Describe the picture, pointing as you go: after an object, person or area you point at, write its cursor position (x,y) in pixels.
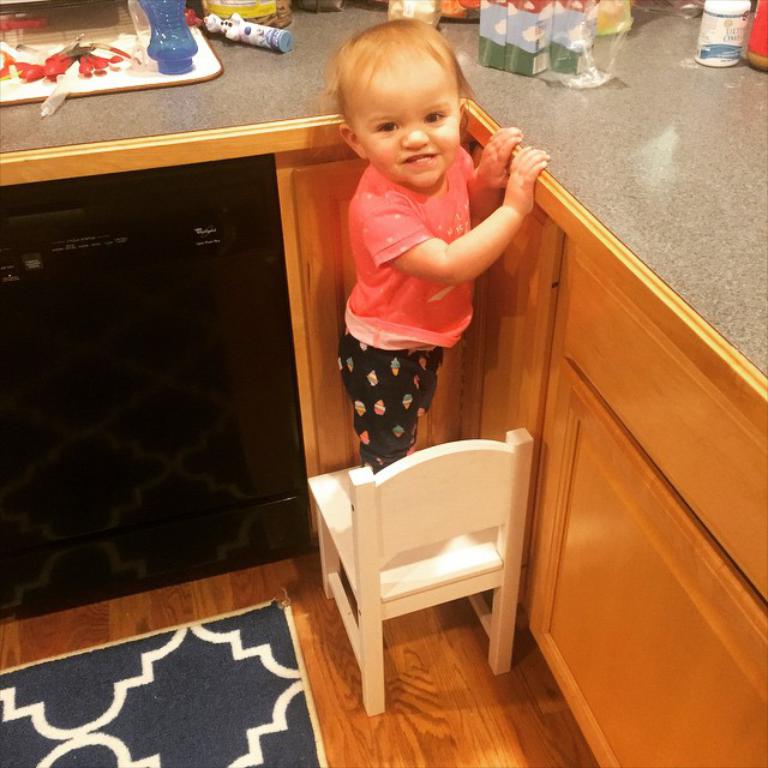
As we can see in the image there is a child (398,276) standing on chair (366,555). On floor (315,665) there is a mat (52,681) and there is a tray (204,62), bottle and boxes (525,26) over here.
